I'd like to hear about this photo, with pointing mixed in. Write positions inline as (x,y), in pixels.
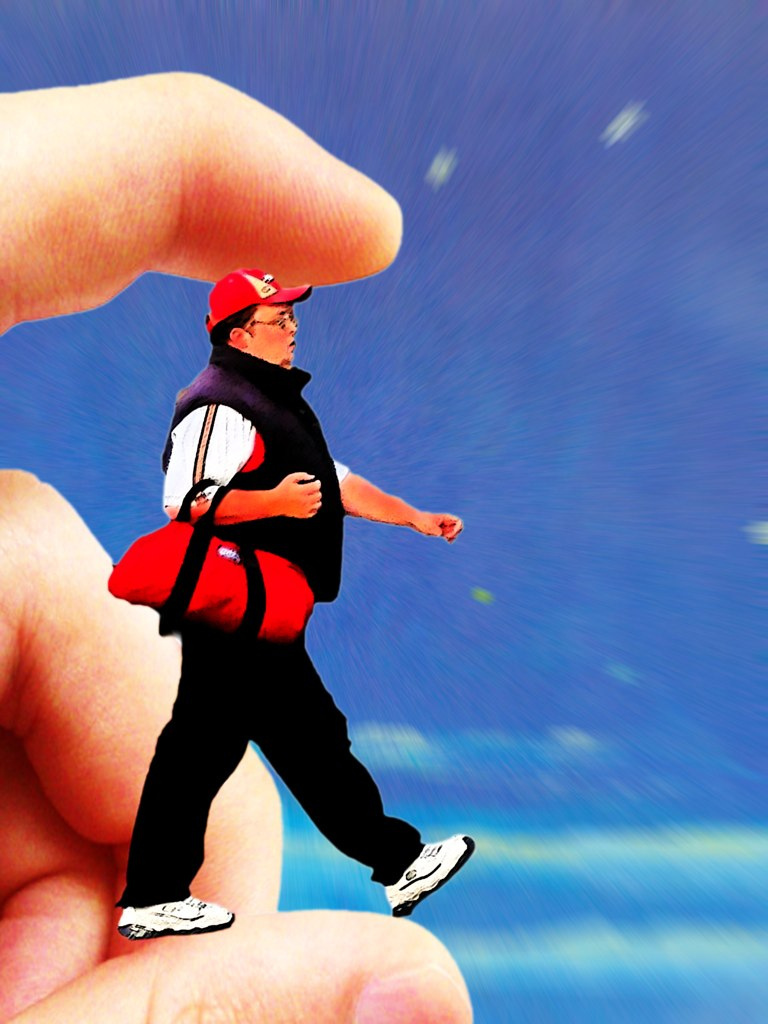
In this picture there is a edited image of the man (265,470) wearing black color jacket (277,549) and pant (378,874) holding a red color bag (209,611) in the hand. Behind there is a person fingers (150,975). Behind there is a blue color background (330,639).
